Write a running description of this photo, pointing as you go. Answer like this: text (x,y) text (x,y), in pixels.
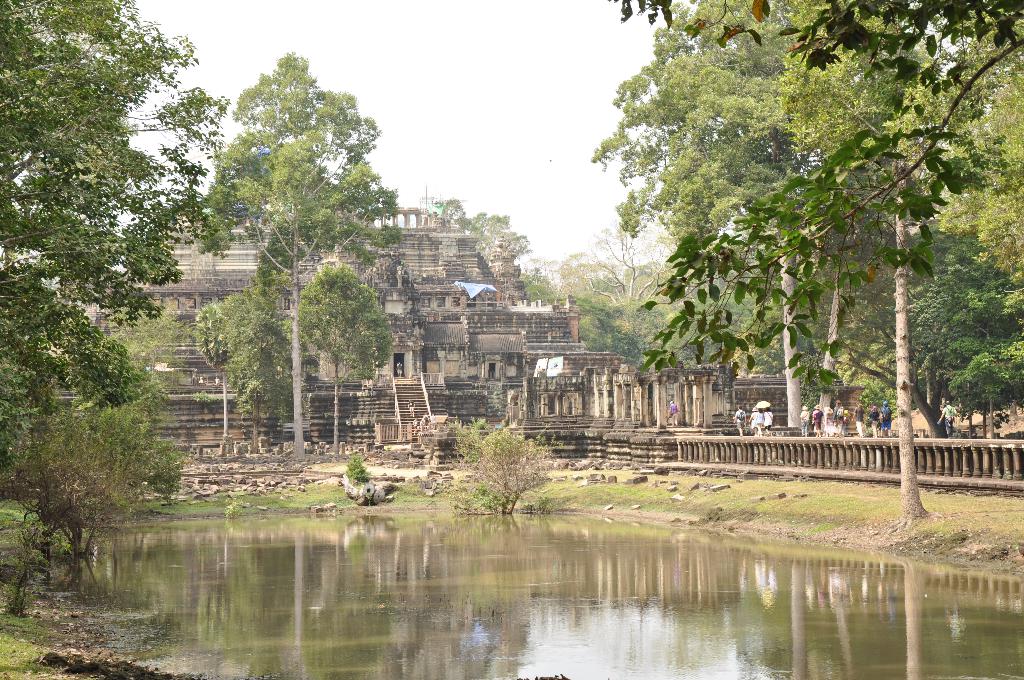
In this image I can see water (321,562) in the front (557,550). I can also see number of trees (13,464), a building (428,271) and number of people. In the background (441,69) I can see the sky (463,97).
